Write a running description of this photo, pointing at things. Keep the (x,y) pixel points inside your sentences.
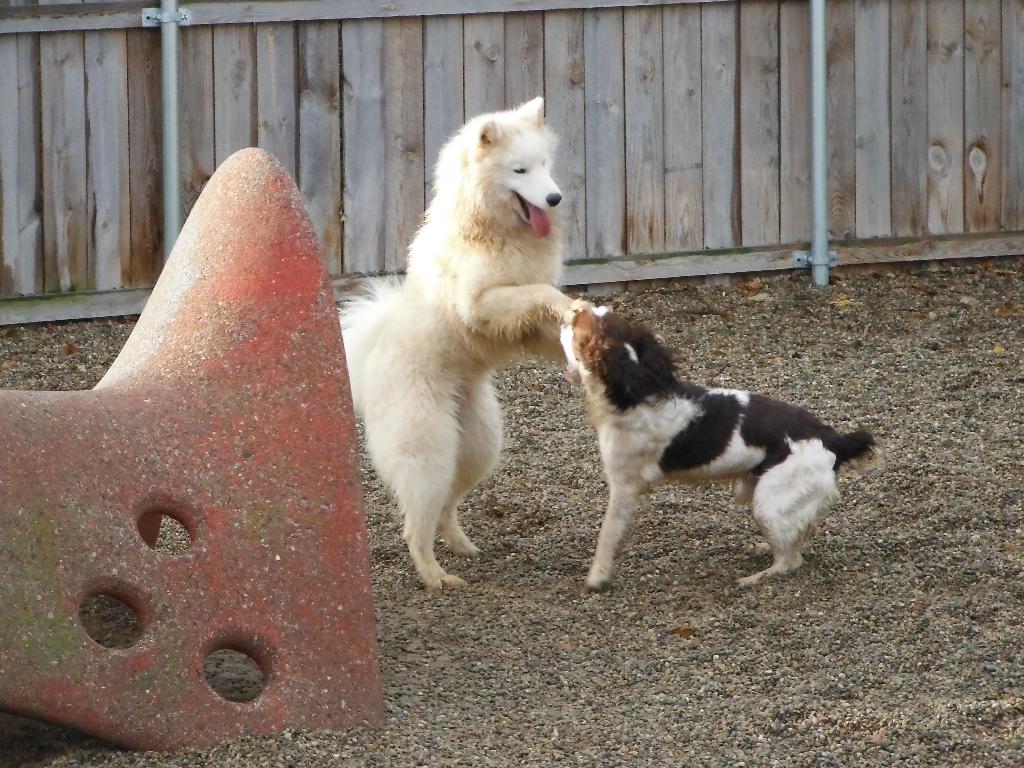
In this picture I can see two dogs (491,323) are standing on the ground (579,519). The dog (471,454) on the left side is white in color. In the background (338,101) I can see a wooden wall (500,76) which has two white color pipes (820,86) attached to it. On the left side (282,320) I can see a red color object (219,531) on the ground (824,286).
